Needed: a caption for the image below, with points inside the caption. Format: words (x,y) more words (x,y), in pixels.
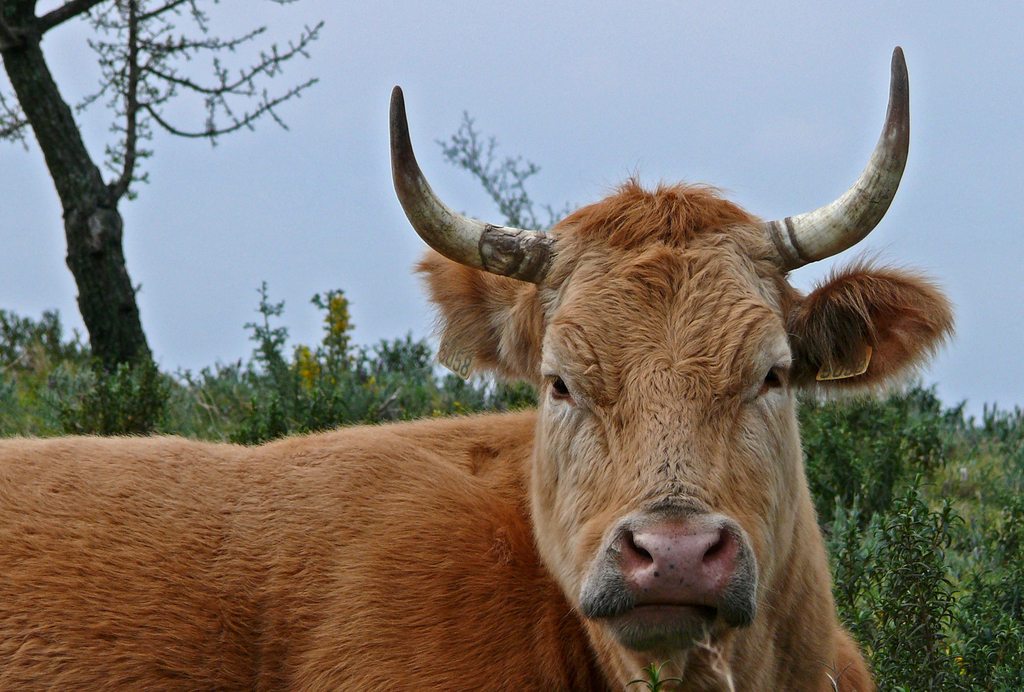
In this image I can see a brown colour bull (529,435) over here. I can also see few tags (849,376) and on these tags (457,357) I can see few numbers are written. In the background (905,457) I can see few trees (448,385) and the sky (489,78).
